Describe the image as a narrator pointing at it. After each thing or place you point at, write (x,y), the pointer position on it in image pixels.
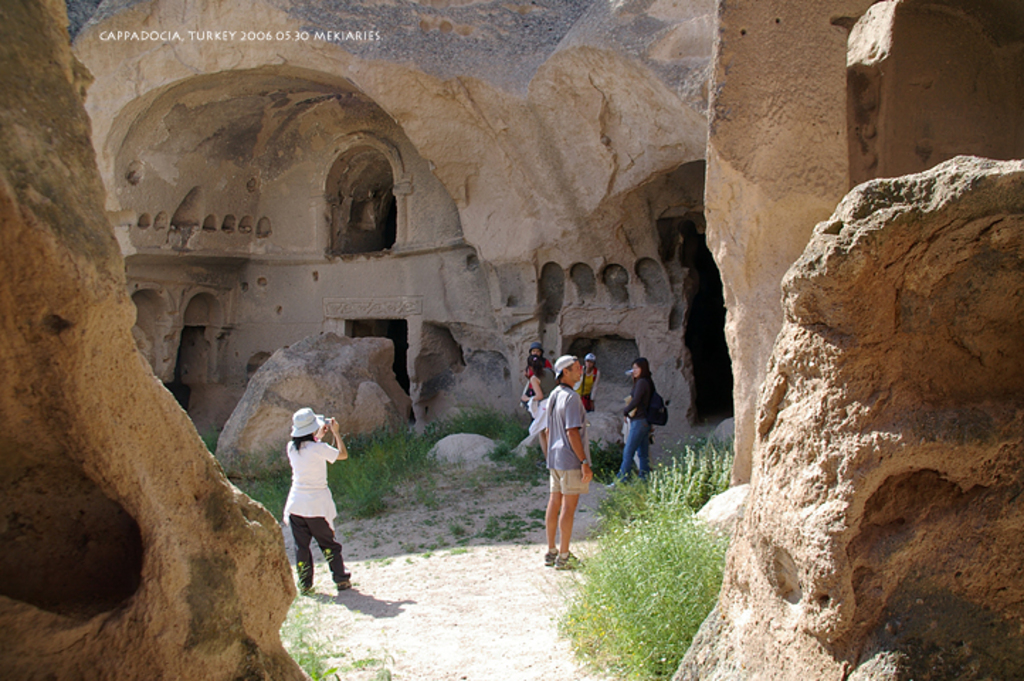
In this image there are a few tourists (310,487) visiting caves (493,389), in this image there is a woman (295,451) taking a photograph of the cave (458,361), there is grass (645,587) on the surface (462,616).
